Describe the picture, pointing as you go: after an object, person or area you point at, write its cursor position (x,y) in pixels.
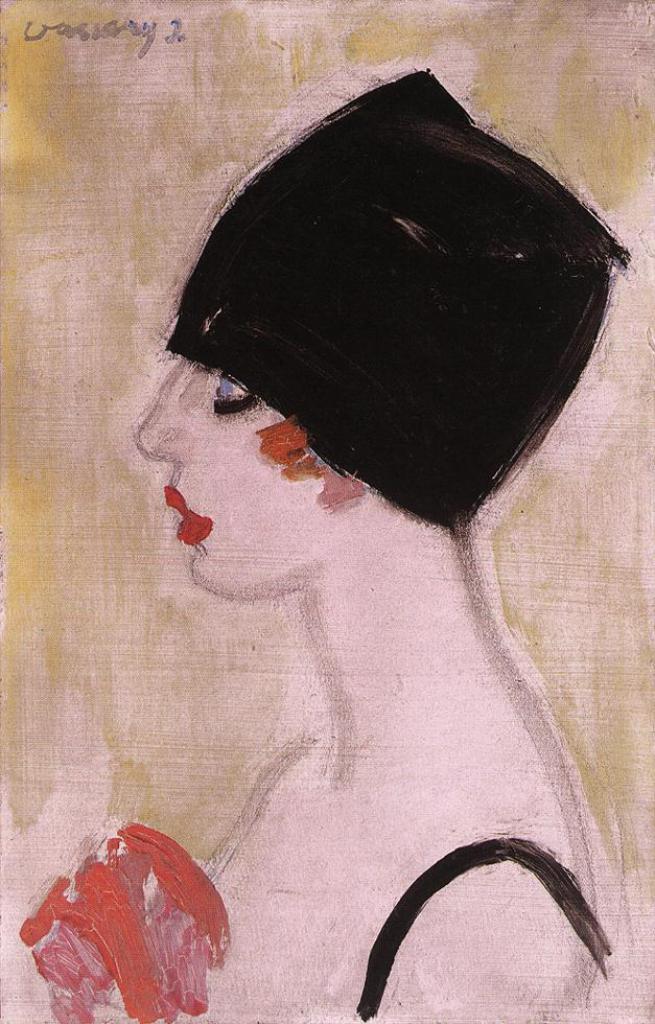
In this image we can see the painting (265,717) of a woman (254,453). We can also see the text (105,31).
